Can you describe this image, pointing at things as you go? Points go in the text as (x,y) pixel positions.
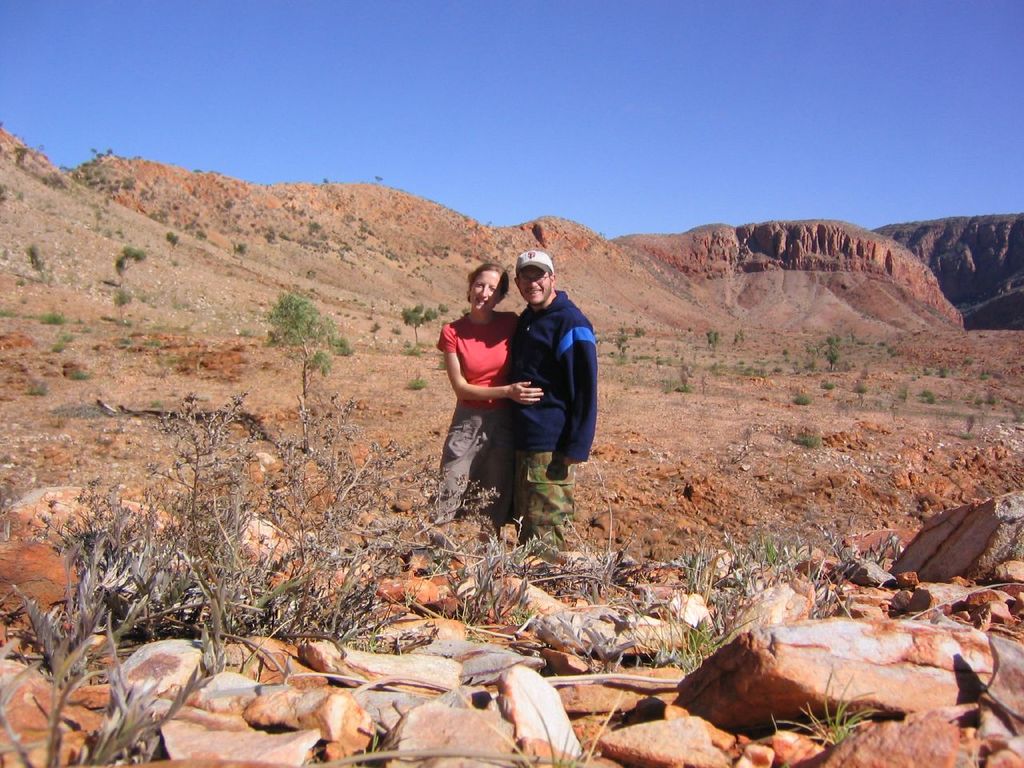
In the foreground of this image (546,295), there is a man (560,371) in blue jacket (550,360) and a woman (482,357) in red T shirt (473,345) and a brown pant (469,446). On bottom (505,693), we see few stones (614,693) and plants (318,596) on the ground (774,580) and on top (228,251), we see plants (409,309), trees (415,320) mountains (364,277) and the sky (509,131).
